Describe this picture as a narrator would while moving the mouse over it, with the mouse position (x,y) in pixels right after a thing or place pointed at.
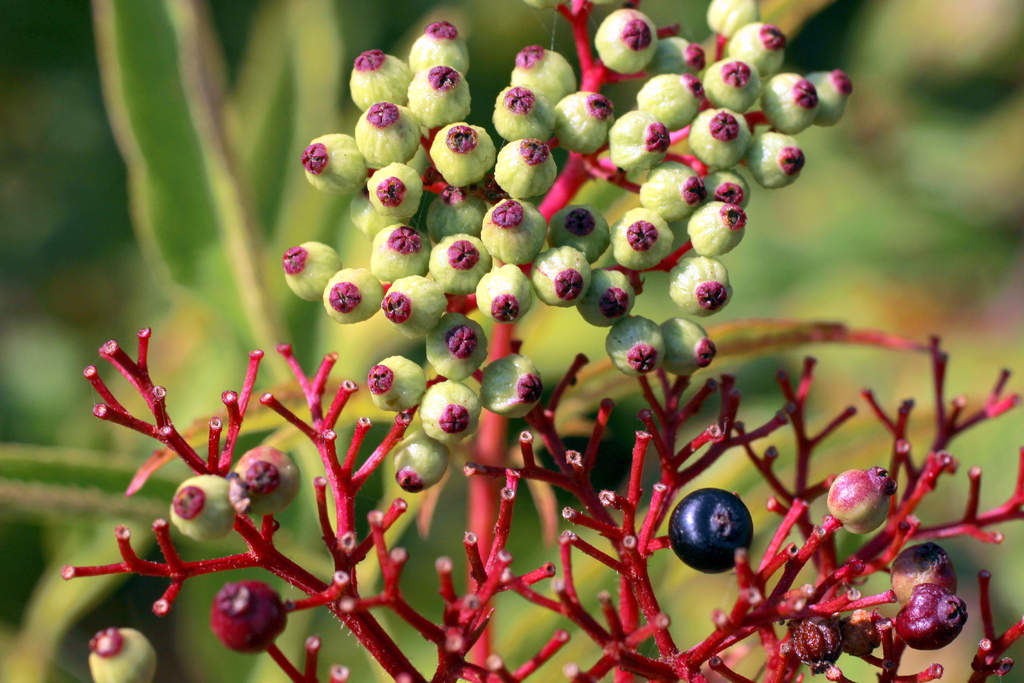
In this image we can see fruits (521,386) to a plant (752,117).
